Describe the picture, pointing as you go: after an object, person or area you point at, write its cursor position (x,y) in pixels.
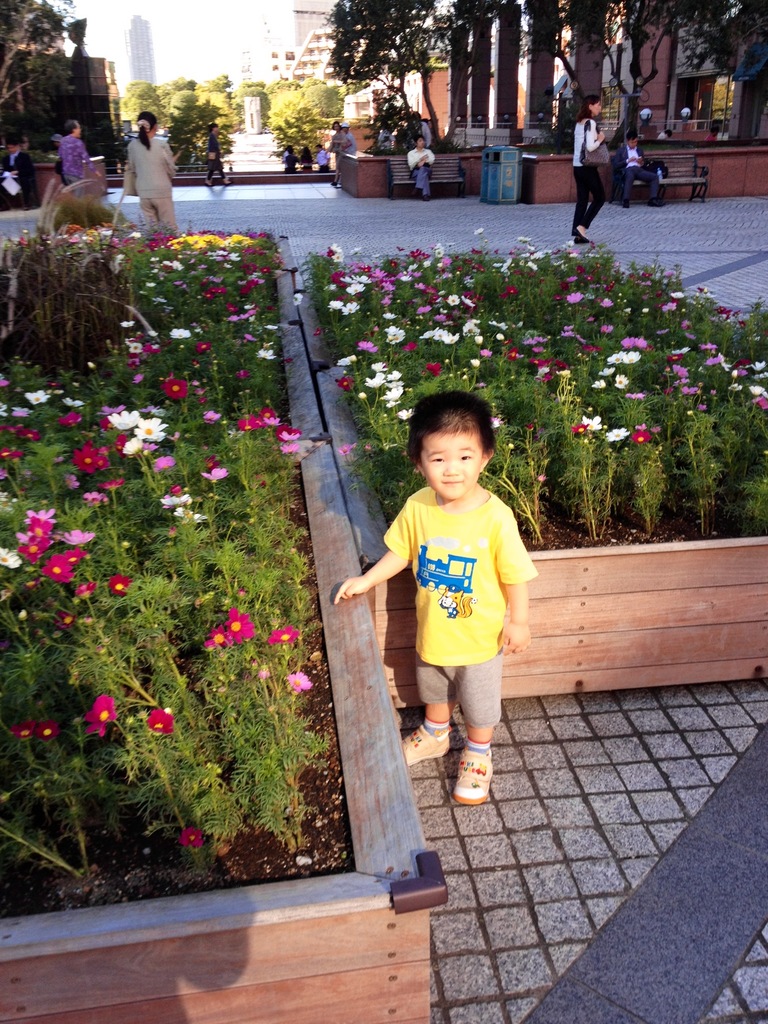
In this image I can see a little boy (434,733) is standing, he wore yellow color t-shirt (493,618) and there are flower plants (364,402) in the middle of an image (287,628), on the right side (596,200) a woman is walking. On the right side (610,109) there are trees (422,63) and buildings (493,37).
